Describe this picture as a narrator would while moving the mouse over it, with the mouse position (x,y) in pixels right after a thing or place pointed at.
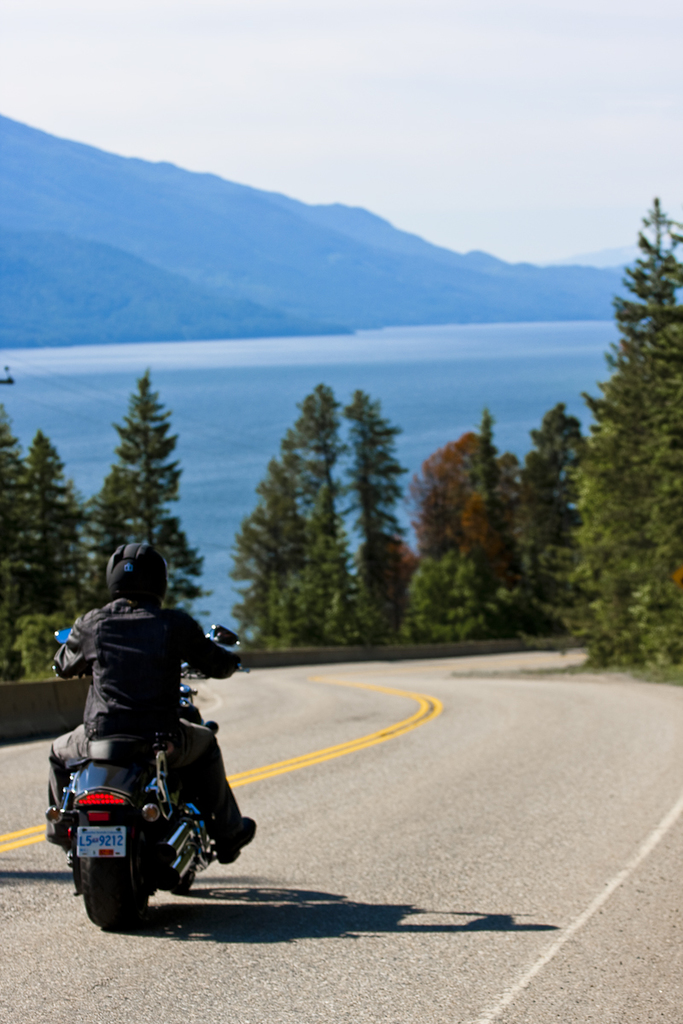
In the image there is a person (100,711) riding motorcycle (164,752) on the road (320,822) with trees (496,517) in the back (1,598) followed by sea (215,389) and hills (177,258) in the background (237,216) and above its sky (323,62).
